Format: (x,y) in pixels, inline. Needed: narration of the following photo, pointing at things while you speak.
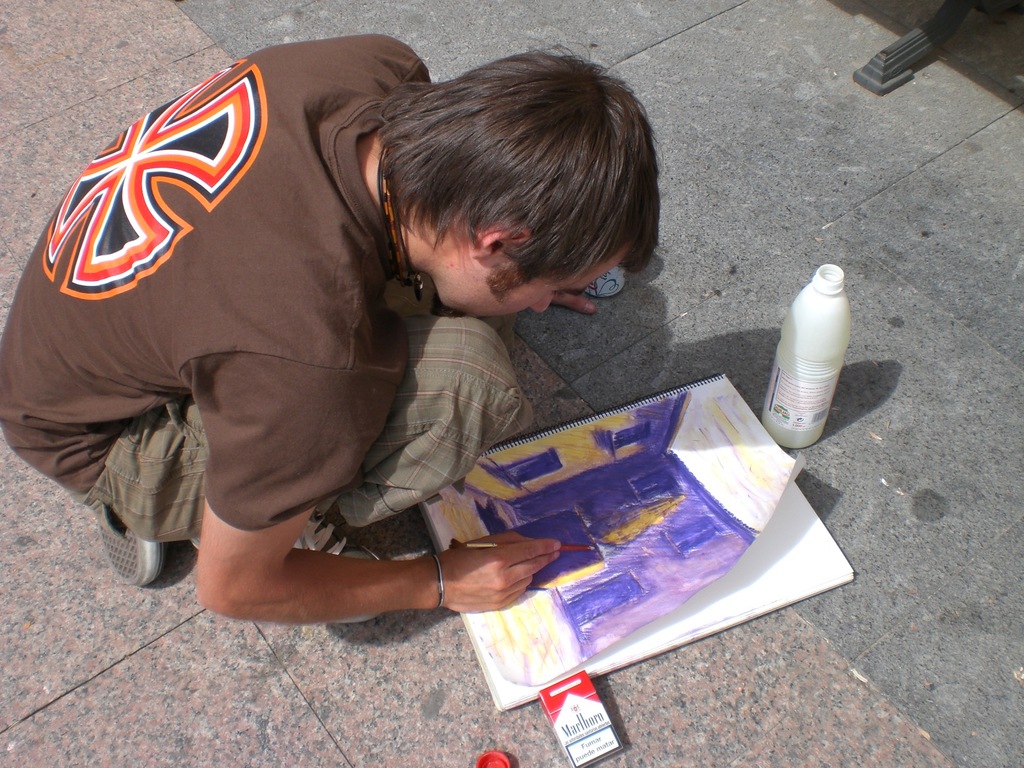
In this image I can see a man (233,230) is sitting on the ground (26,245) and I can see he is holding a brush (530,542). I can also see he is wearing brown colour t shirt (260,138), pant (106,482) and shoes (338,548). On the ground (737,661) I can see a painting book (705,428), white colour bottle (788,332), a box (551,705), a red colour bottle's cap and on the book (737,520) I can see a painting (629,429). On the top right side of this image (948,11) I can see a black colour thing (964,15).
